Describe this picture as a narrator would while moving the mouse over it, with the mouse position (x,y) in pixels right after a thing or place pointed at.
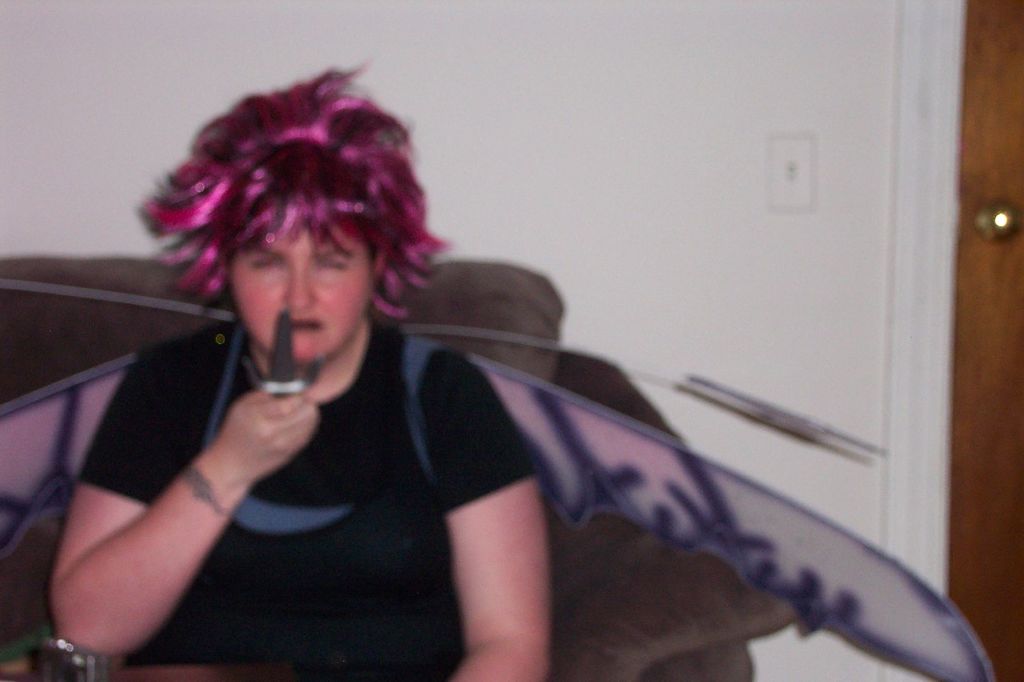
In the picture I can see a woman (343,494) wearing black dress (335,489) is sitting and holding a knife (283,341) in her hand (267,435) and there is a door (985,296) in the right corner (978,320).
